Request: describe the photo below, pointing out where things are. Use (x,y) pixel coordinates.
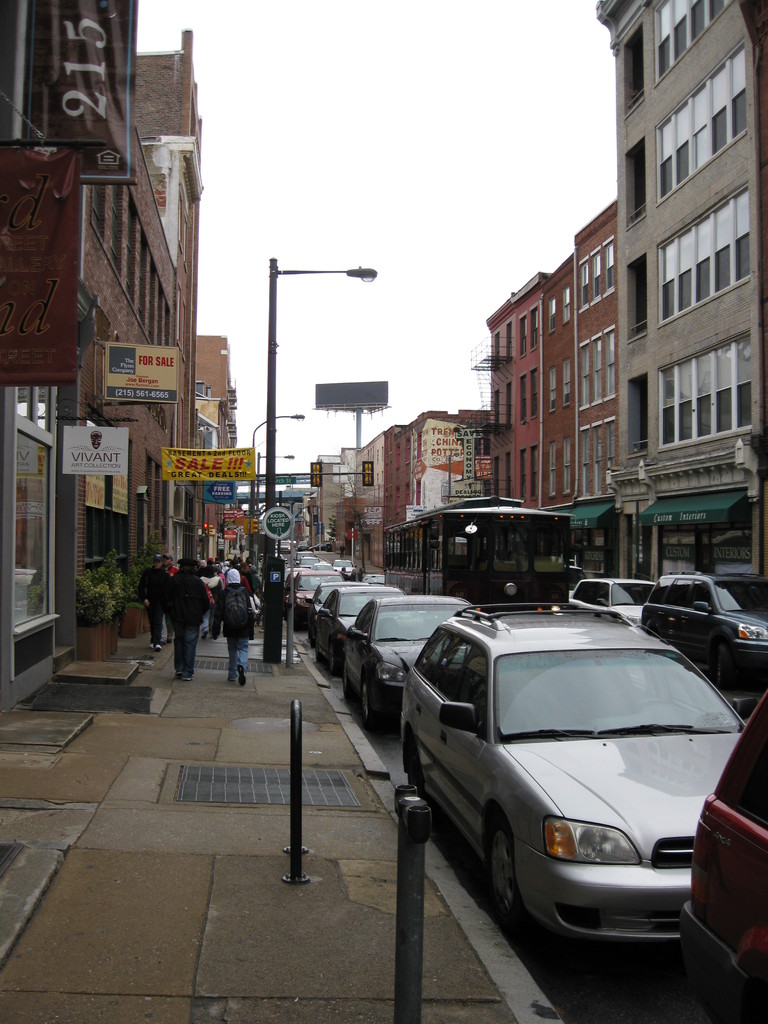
This image is taken outdoors. At the top of the image (381,147) there is the sky (414,222). At the bottom of the image (324,977) there is a sidewalk (257,792) and there is a road (551,981). On the left (128,518) and right sides of the image there are a few buildings (539,415) with walls (622,449), windows (704,411), doors (695,536) and roofs (580,235). There are many boards (166,463) with text (154,356) on them. There are a few poles (270,440) with street lights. A few people (237,672) are walking on the sidewalk (204,727). There are a few plants (109,584) in the pots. Many vehicles (347,614) are parked on the road (682,980).
